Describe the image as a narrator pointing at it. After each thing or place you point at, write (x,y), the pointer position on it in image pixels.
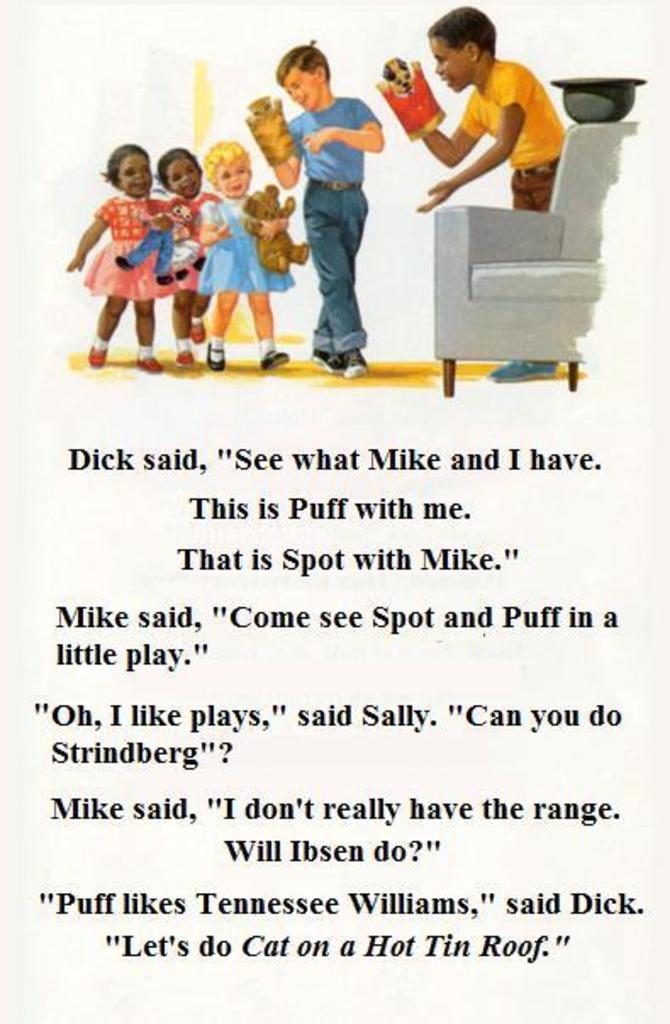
This image consists of a poster (216,522) with a few images (229,263) of kids (326,125) holding toys (257,236) in their hands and there is a couch (503,301) on the floor (488,373). There is a text (399,459) on the poster (292,826).
